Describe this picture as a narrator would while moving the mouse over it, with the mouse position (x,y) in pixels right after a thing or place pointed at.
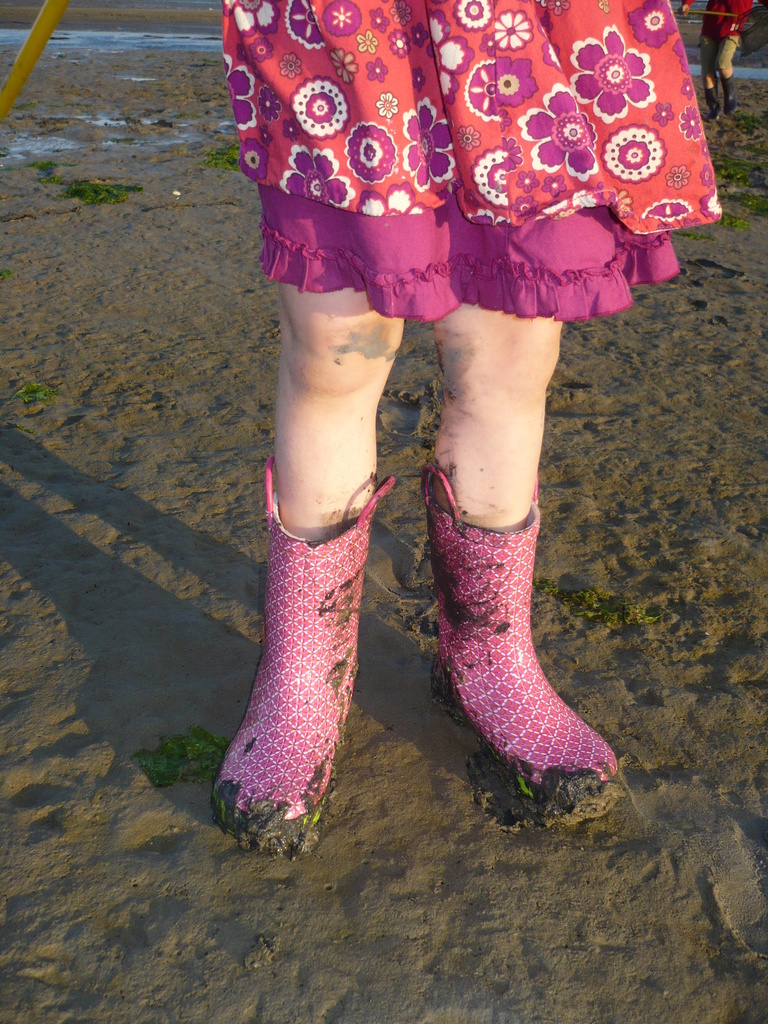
In this image we can see legs (475,462) of a lady person (460,414) wearing pink color boots (339,677) also wearing multi color dress (324,146) and in the background of the image (144,150) we can see sand (47,191) and some person (744,13) walking.
